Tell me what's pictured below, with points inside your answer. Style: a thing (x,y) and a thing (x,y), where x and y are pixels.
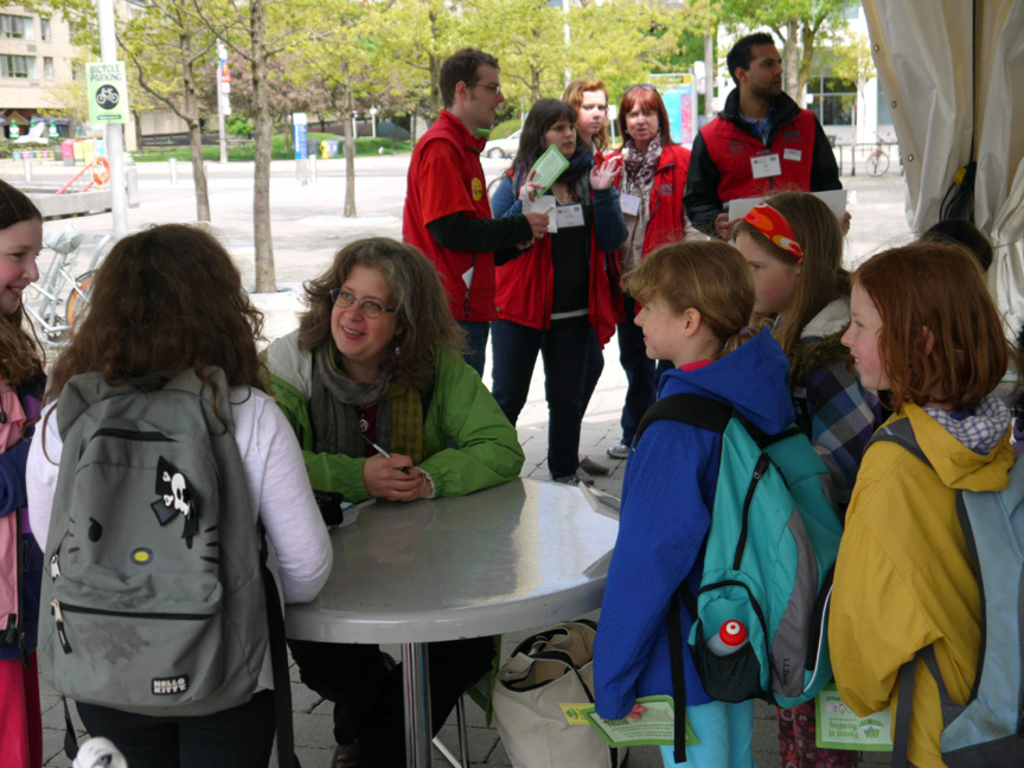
There is a lady (385,429) holding a pen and sitting. In front of her there is a table (432,601). On the floor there is bag (531,674). Some children (18,463) are standing around her. They are wearing bags (710,610). Behind her some people (587,197) are standing wearing red jackets (784,172). In the background (373,44) there are trees (225,38) and buildings (49,58).
